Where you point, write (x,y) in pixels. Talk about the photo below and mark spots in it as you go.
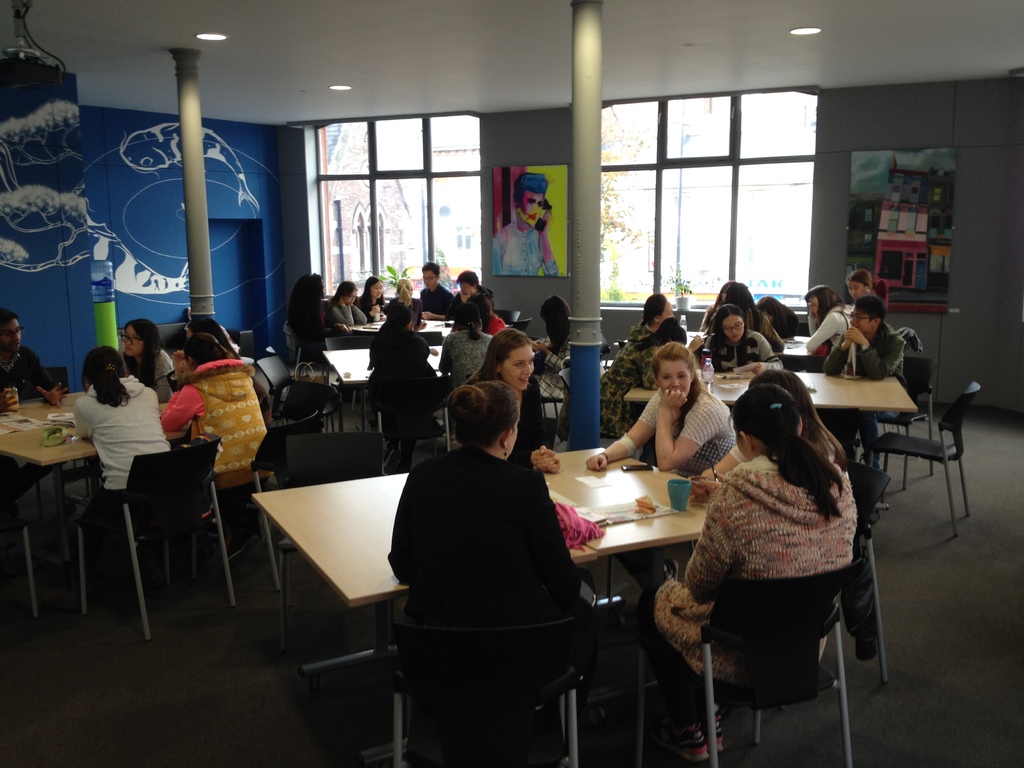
In this image there are group of people (489,492) sitting on a chair (505,666), there is a table (319,501) in front of them, at the back ground (243,156) i can see a pillar (196,188), wall (153,162), at the top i can see a light (209,40).
